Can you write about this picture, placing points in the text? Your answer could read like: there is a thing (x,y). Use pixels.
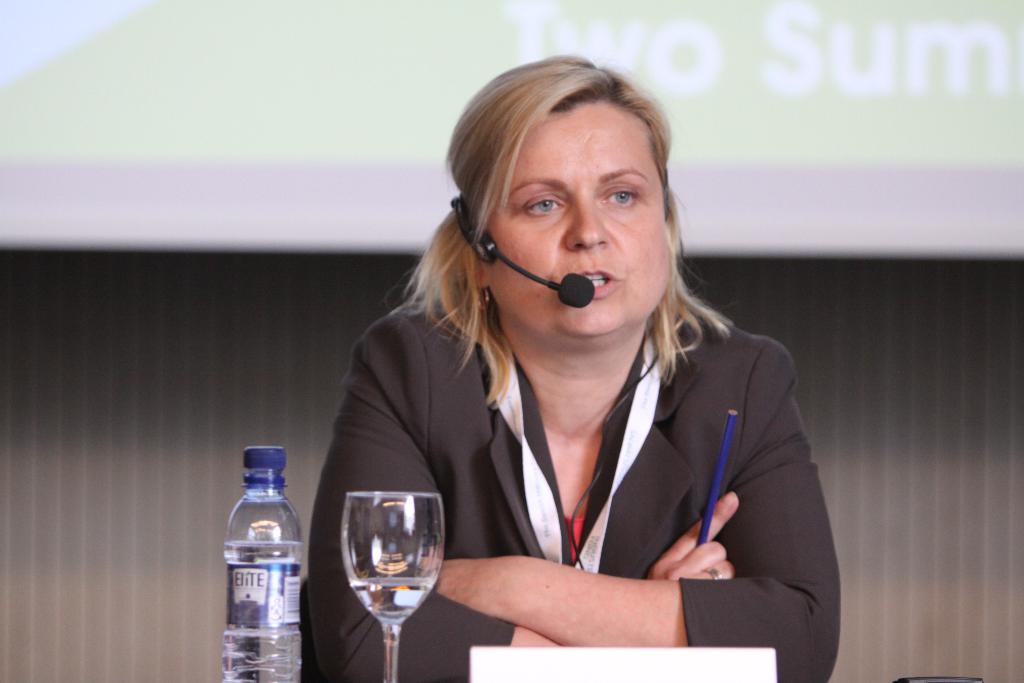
In the center (534,415) we can see woman (625,429) she is talking. In front (387,594) we can see table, on table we can see glass (400,581), bottle (256,587). She is holding pencil (729,443) and back there is a screen (702,112).
